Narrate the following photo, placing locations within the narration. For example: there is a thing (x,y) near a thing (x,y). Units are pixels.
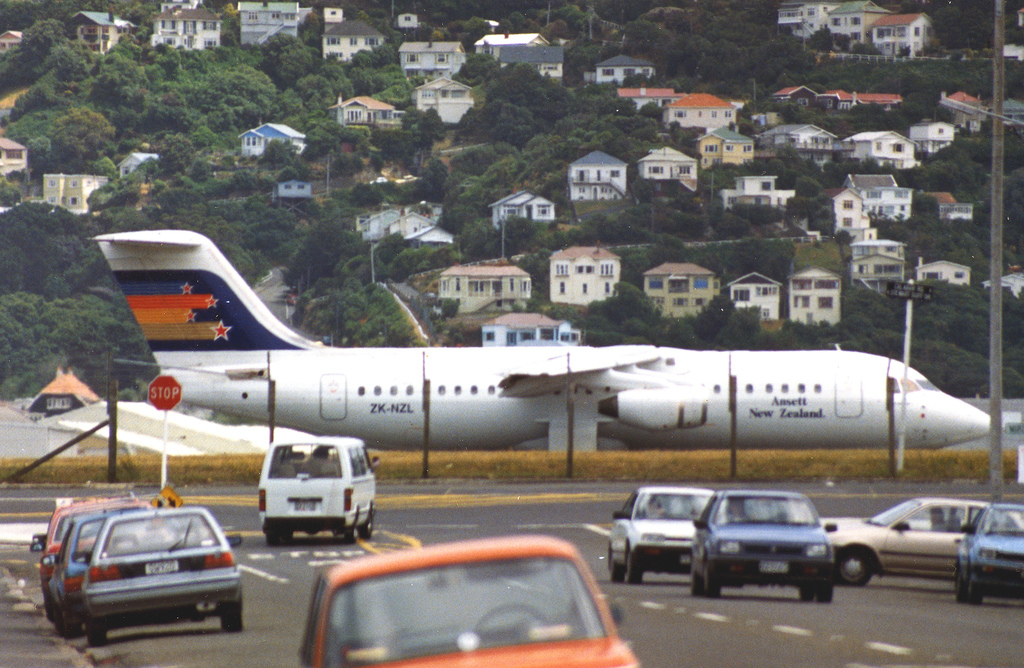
In the foreground of the picture (583,494) on the road (253,495) there are cars (359,513). In the center of the picture (519,379) there is an airplane (524,373). At the top (227,148) there are trees (308,68) and houses (863,133). On the right (1000,80) there are poles (996,141), street light (1002,118).
